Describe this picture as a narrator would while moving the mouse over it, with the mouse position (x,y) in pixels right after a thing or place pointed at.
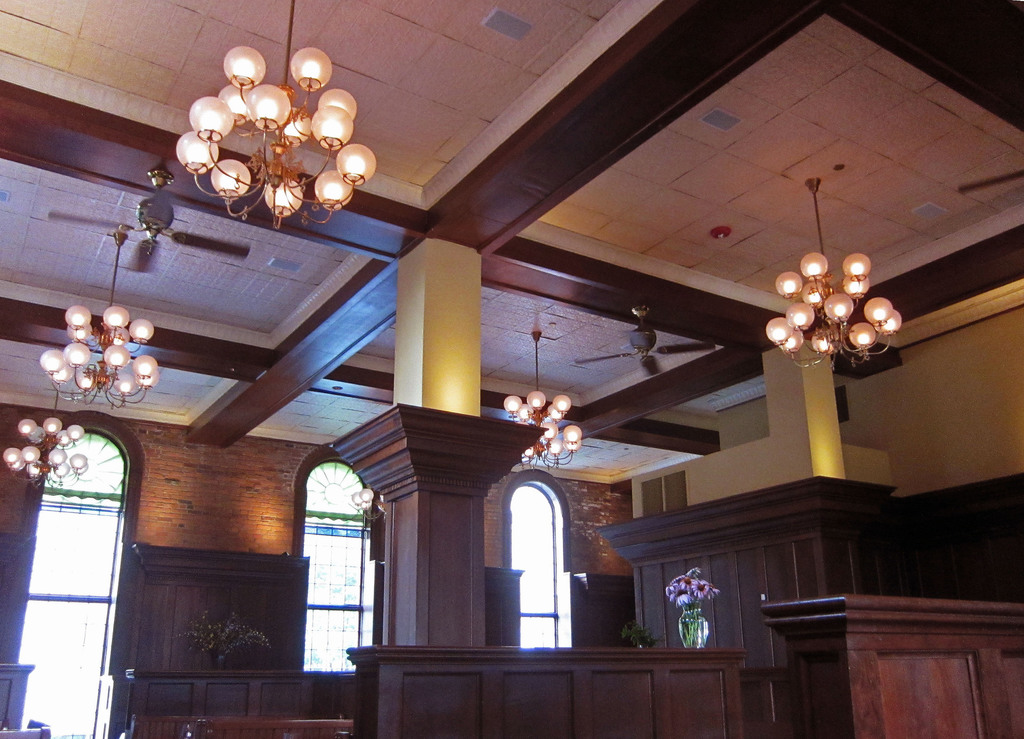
In this image we can see lights (259,177), pillar (478,308), table (698,663), flower vase (233,641), wall (172,595) and windows (65,577).
